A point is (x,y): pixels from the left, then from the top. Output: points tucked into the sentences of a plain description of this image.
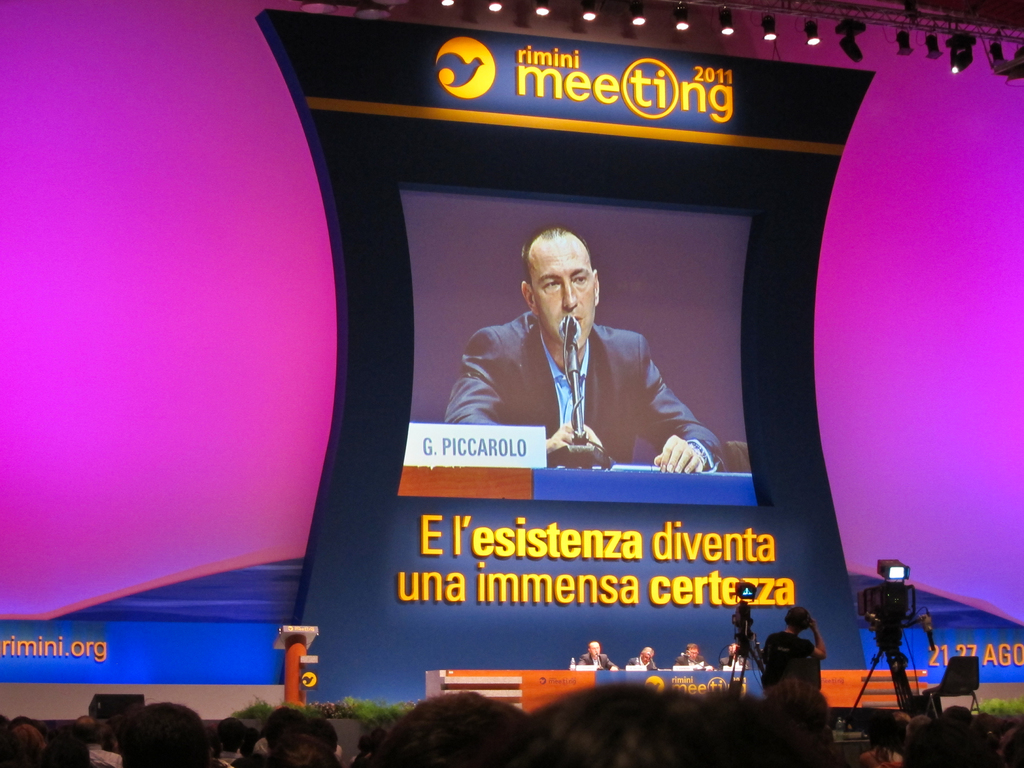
In the center of the image (506,278) we can see screen (542,437). At the bottom of the image (542,687) we can see dais (438,685), persons (731,647), crowd (701,700), cameras (899,613). In the background (147,354) there is wall (934,137).
